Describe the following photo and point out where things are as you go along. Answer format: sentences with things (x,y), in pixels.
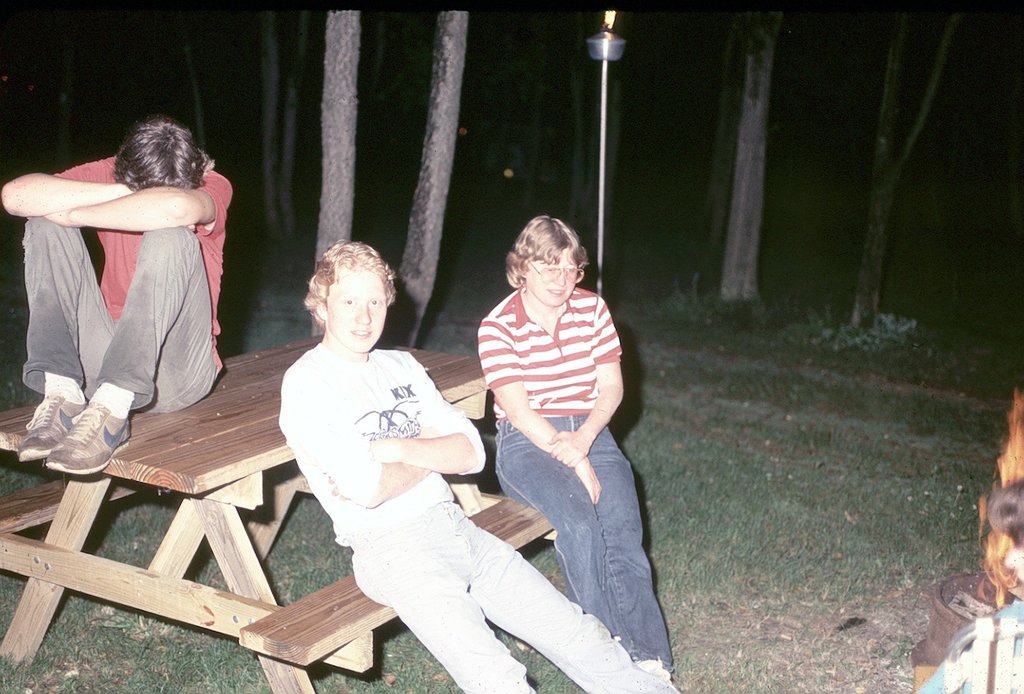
In this image I see 3 persons (137,349) and all of them are sitting. In the background (914,406) I see the trees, grass (786,355) and fire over here.
